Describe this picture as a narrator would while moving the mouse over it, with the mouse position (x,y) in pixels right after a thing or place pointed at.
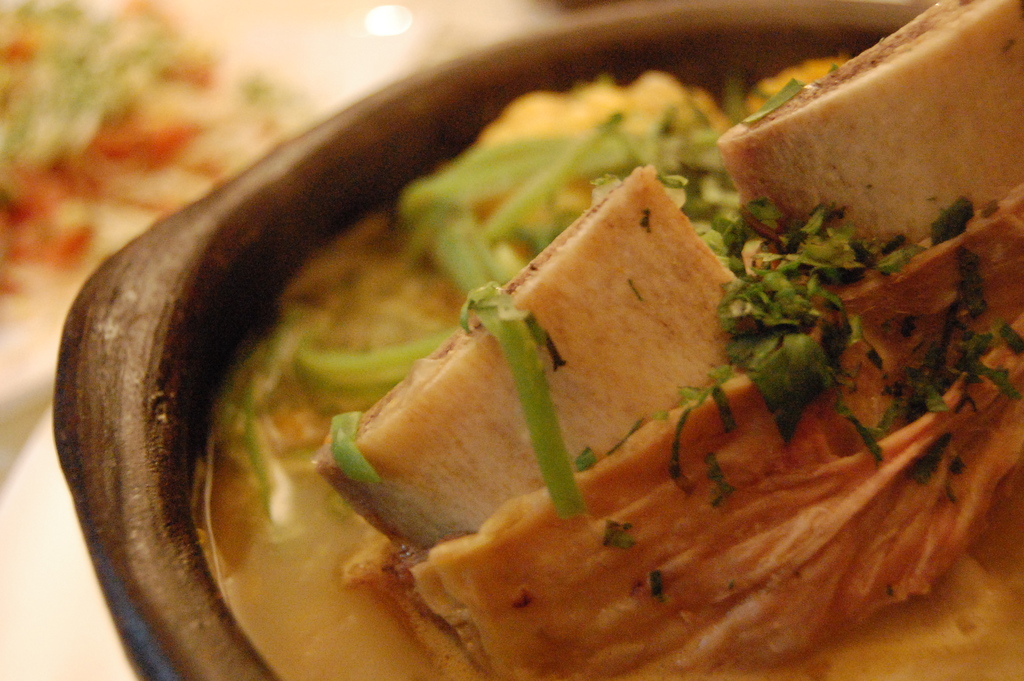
In this image we can see a bowl (176,658) containing food (548,618) placed on the surface (59,637). On the left side of the image (169,155) we can see food (207,106) placed on a plate (261,69).
